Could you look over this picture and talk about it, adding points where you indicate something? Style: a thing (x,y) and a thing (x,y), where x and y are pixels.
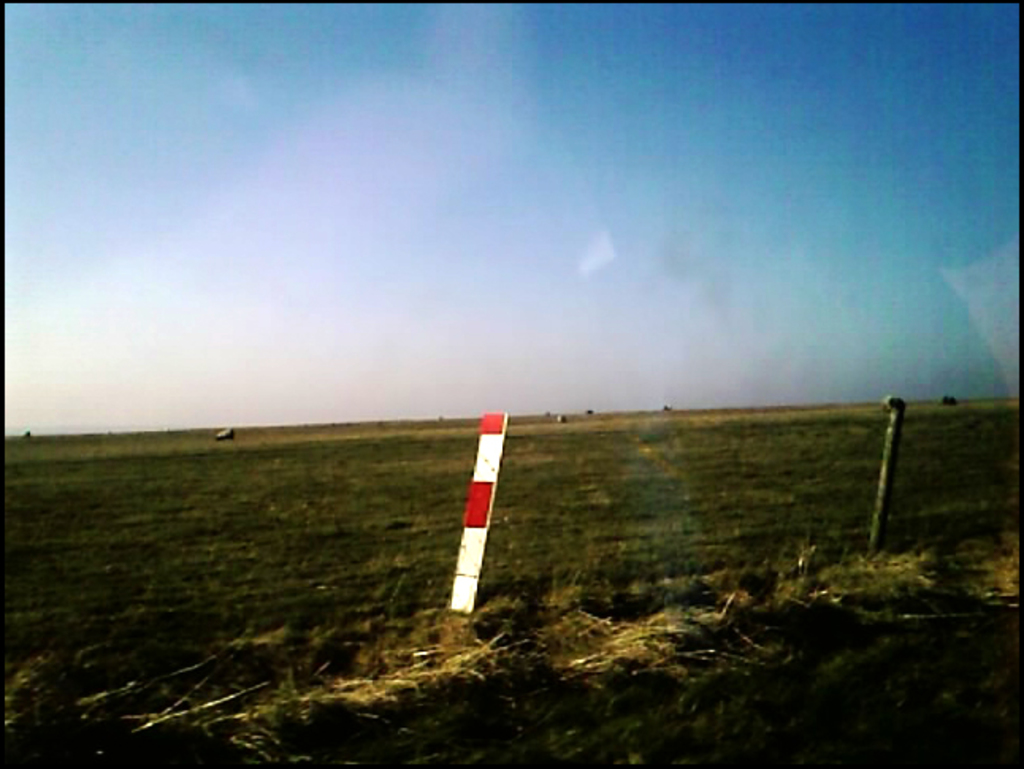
In this image I can see the ground (652,548), some grass (510,457) on the ground (290,443), few poles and few other objects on the ground (263,446). In the background (380,297) I can see the sky (530,221).
